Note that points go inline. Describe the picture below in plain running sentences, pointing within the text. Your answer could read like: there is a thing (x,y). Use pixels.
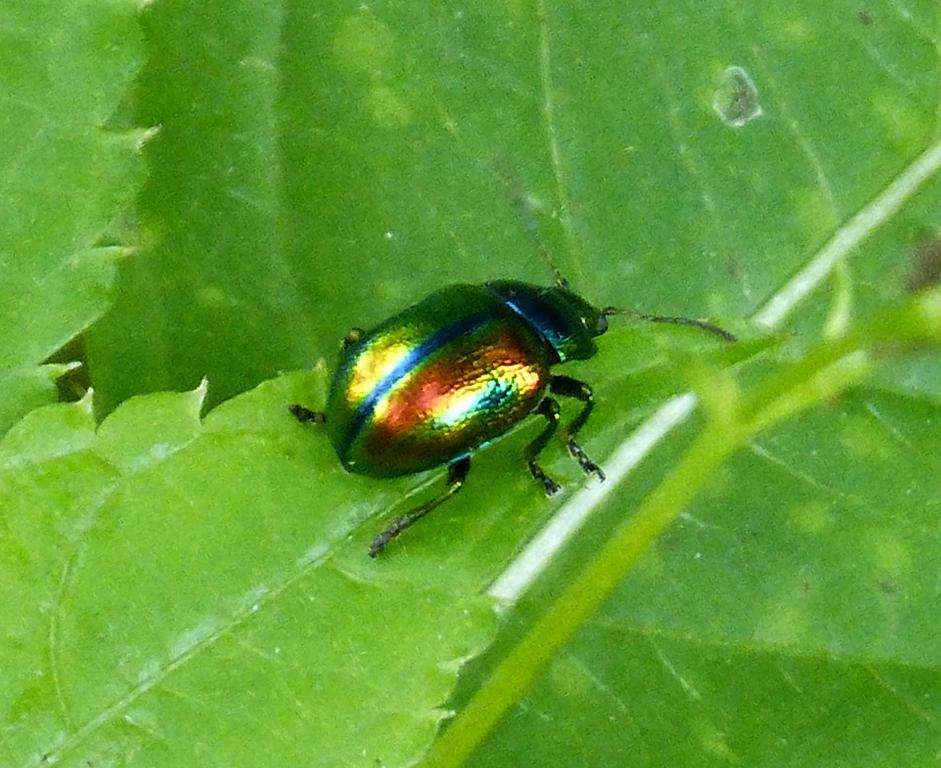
In this image we can see an insect (588,466) on the leaf (526,507) and also we can see some other leaves (865,21).
